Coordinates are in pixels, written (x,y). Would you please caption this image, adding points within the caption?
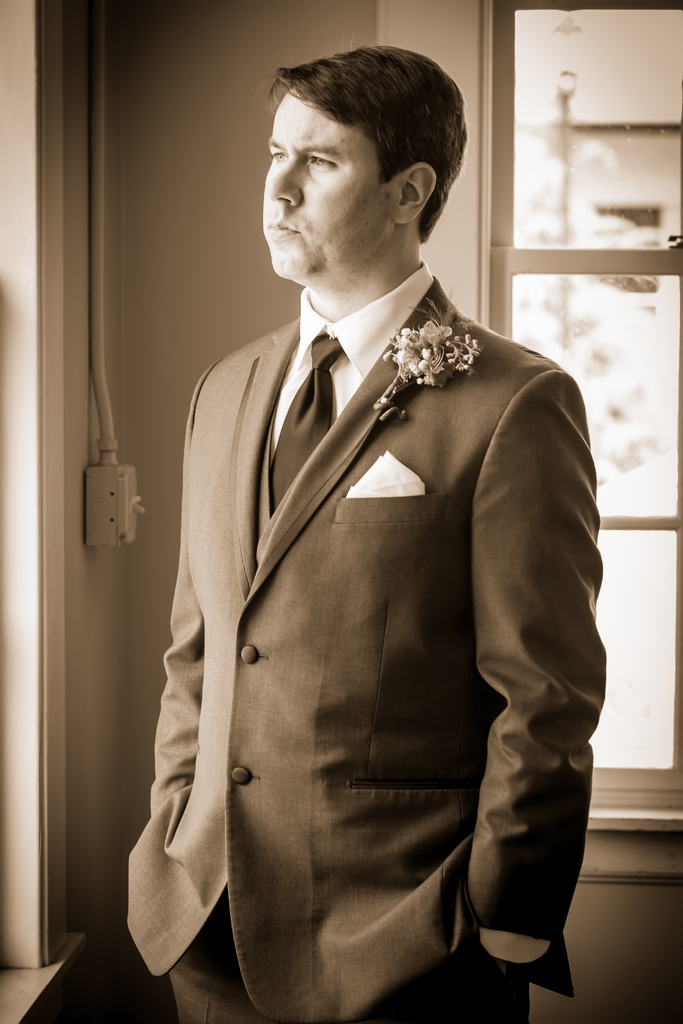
In the image we can see a man (326,715) standing and wearing clothes (395,721). Behind him we can see a window (624,372) made up of glass (593,348), switchboard (131,497), wall (142,520) and napkin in a blazer (429,450).
